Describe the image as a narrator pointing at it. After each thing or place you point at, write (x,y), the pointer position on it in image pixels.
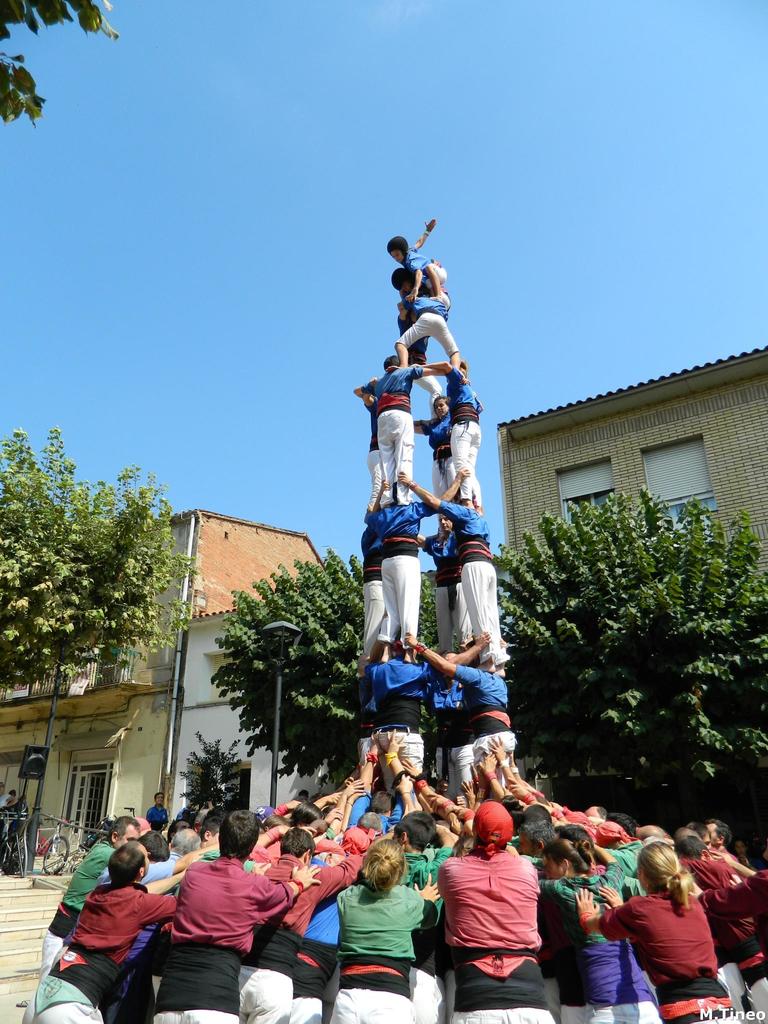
In the image there are many people (492,853) standing above each other forming a pyramid (442,833) and behind them there are buildings (738,403) with trees (116,619) in front of it and above its sky (318,209).
